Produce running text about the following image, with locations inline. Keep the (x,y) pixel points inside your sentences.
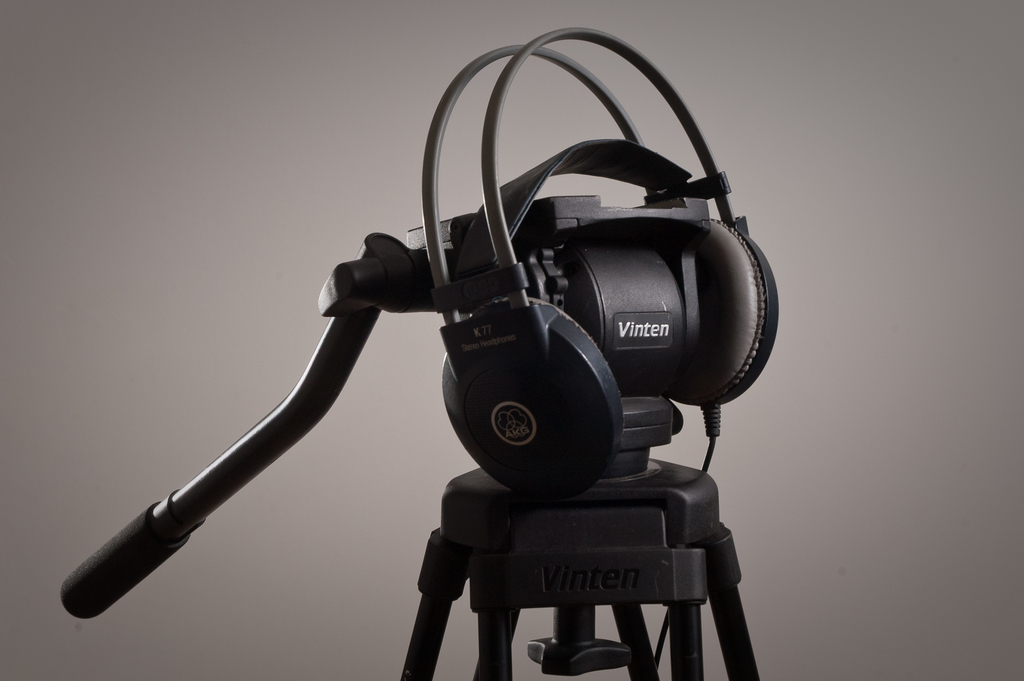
In this image there is a headset (507,48), camera stand (672,332), handle (395,277) and cable (667,618). In the background of the image (216,522) it is in ash color.
